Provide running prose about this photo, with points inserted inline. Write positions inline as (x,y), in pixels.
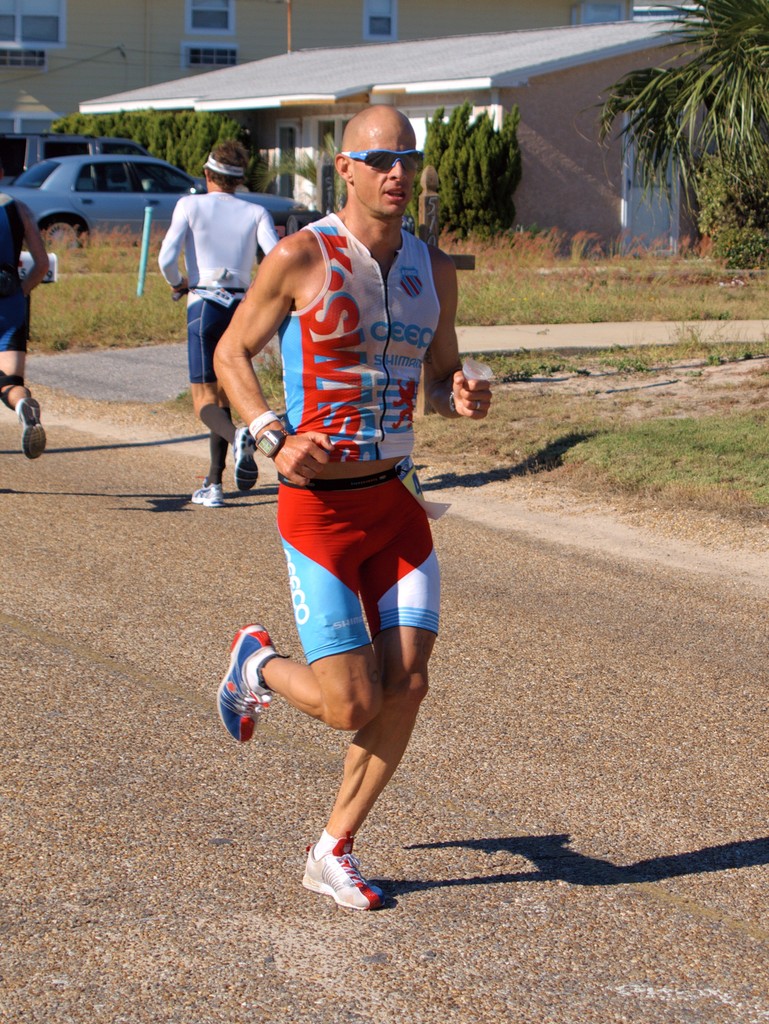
This person (399,327) wore goggles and running. Background (529,114) we can see a house (691,190), building (94,9), vehicles (119,154), people (215,229), grass (604,259) and plants (438,121). To this building (73,43) and house (293,125) there are windows (1,51). Another two people (209,253) are also running.
